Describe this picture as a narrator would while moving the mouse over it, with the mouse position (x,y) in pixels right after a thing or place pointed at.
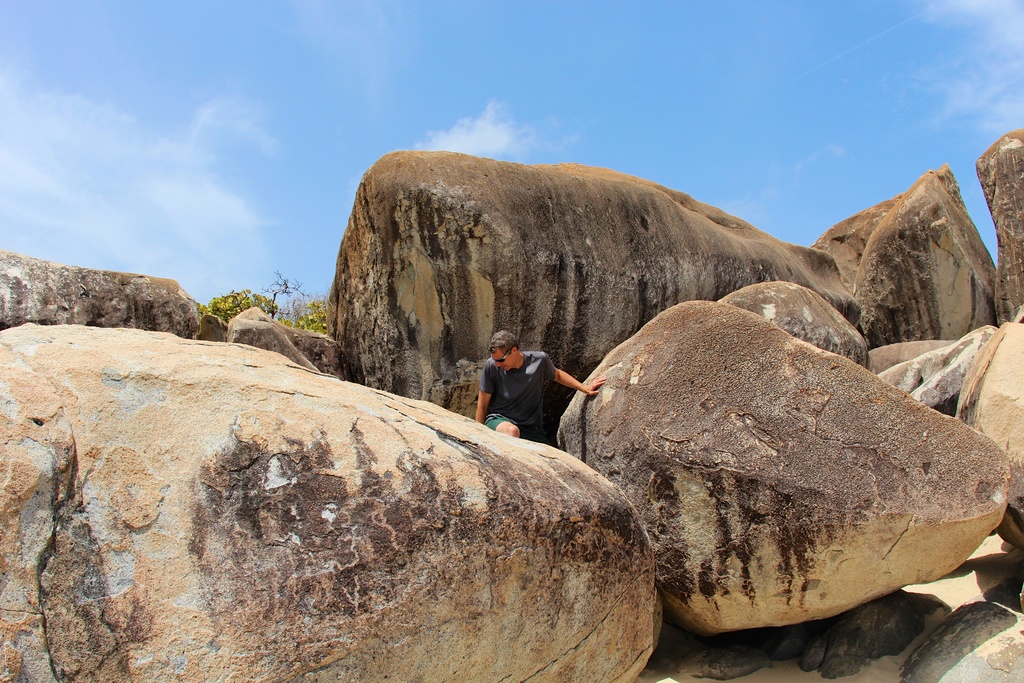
In the center of the image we can see a man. We can also see the rocks (476,485) around him, some trees (294,319) and the sky (406,113) which looks cloudy.
